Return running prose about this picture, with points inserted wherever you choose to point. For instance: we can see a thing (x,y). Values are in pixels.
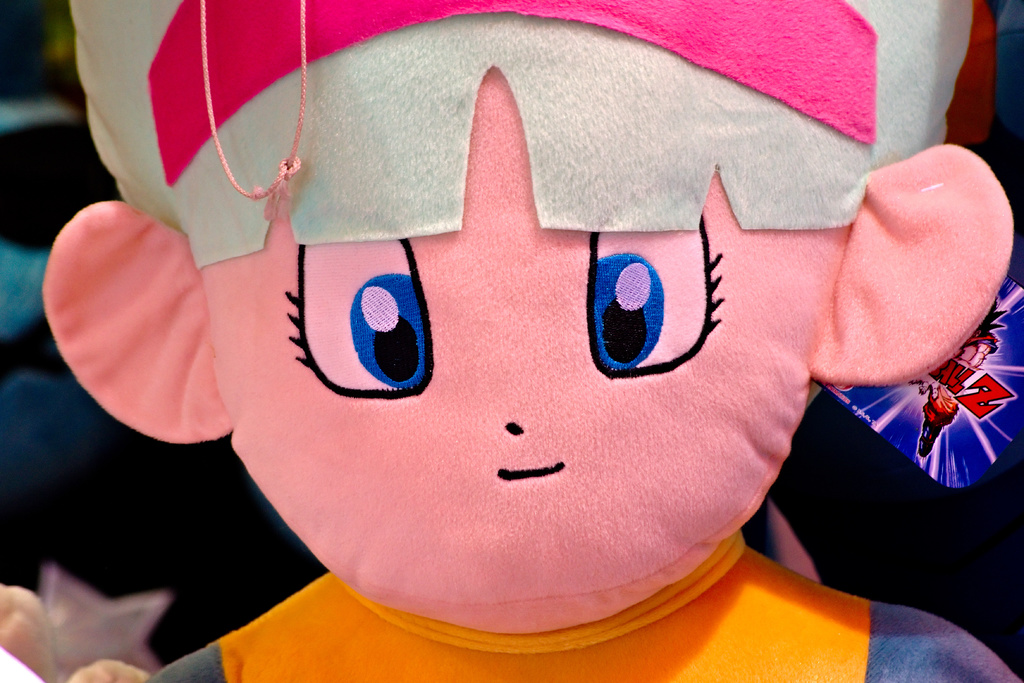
In this picture we can see a toy (457,399) which is truncated.
